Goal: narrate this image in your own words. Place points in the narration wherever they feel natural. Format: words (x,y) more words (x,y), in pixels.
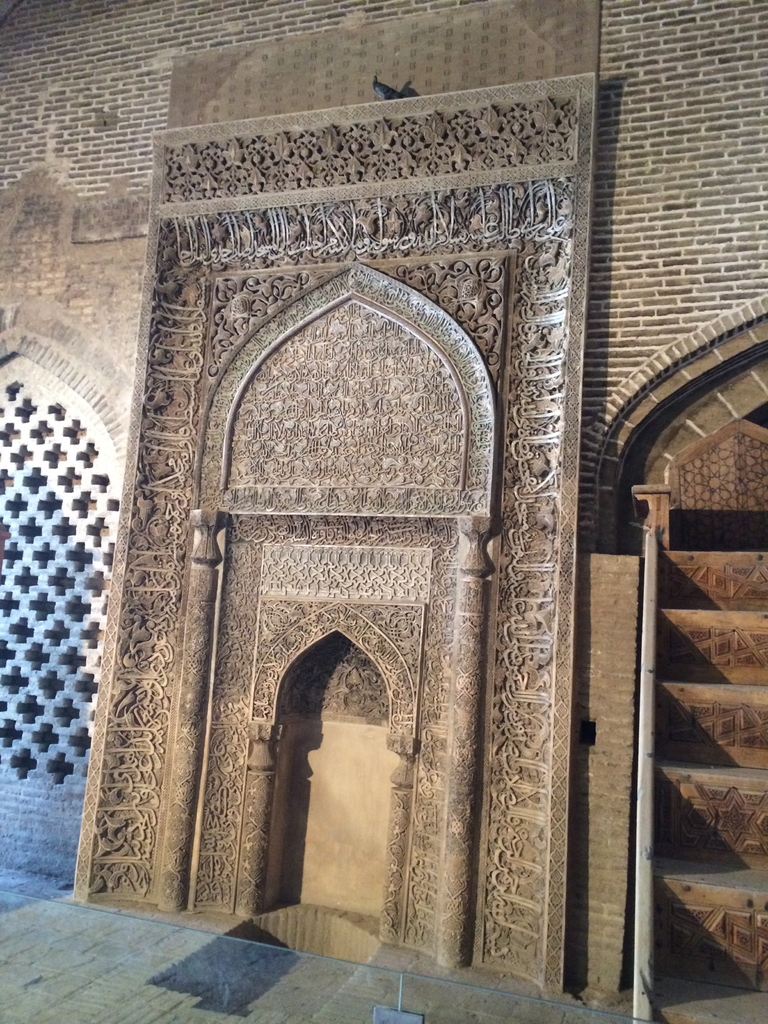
In the picture we can see wall (323,314) on which there is something written and there is a bird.
